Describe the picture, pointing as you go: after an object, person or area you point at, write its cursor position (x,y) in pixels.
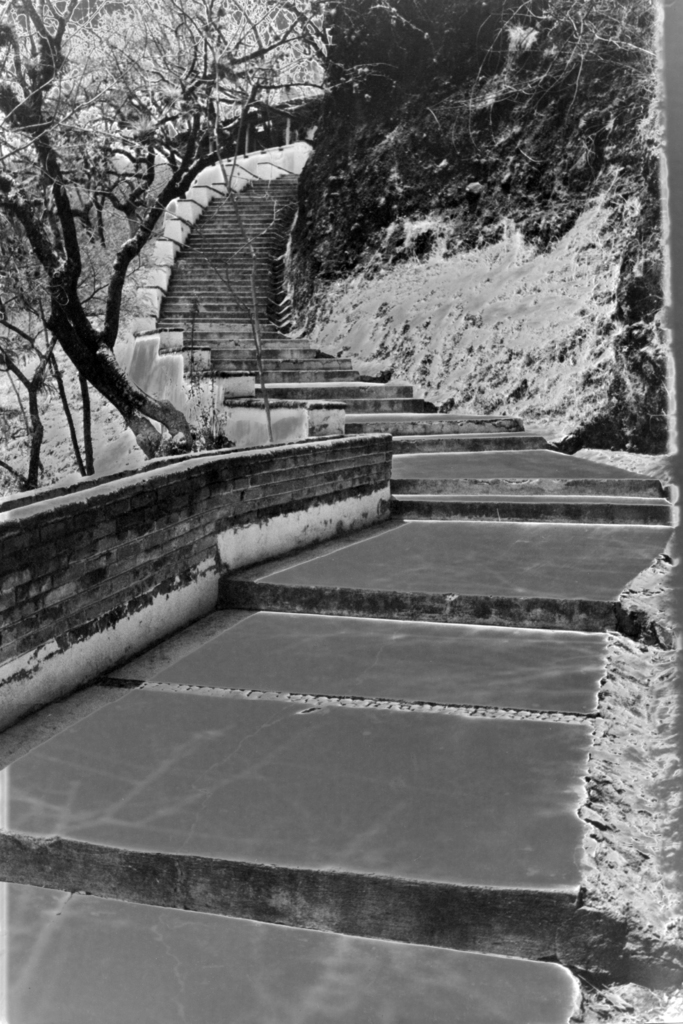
In this image we can see a staircase (620,598), mountains (499,173) and a group of trees (143,419).
